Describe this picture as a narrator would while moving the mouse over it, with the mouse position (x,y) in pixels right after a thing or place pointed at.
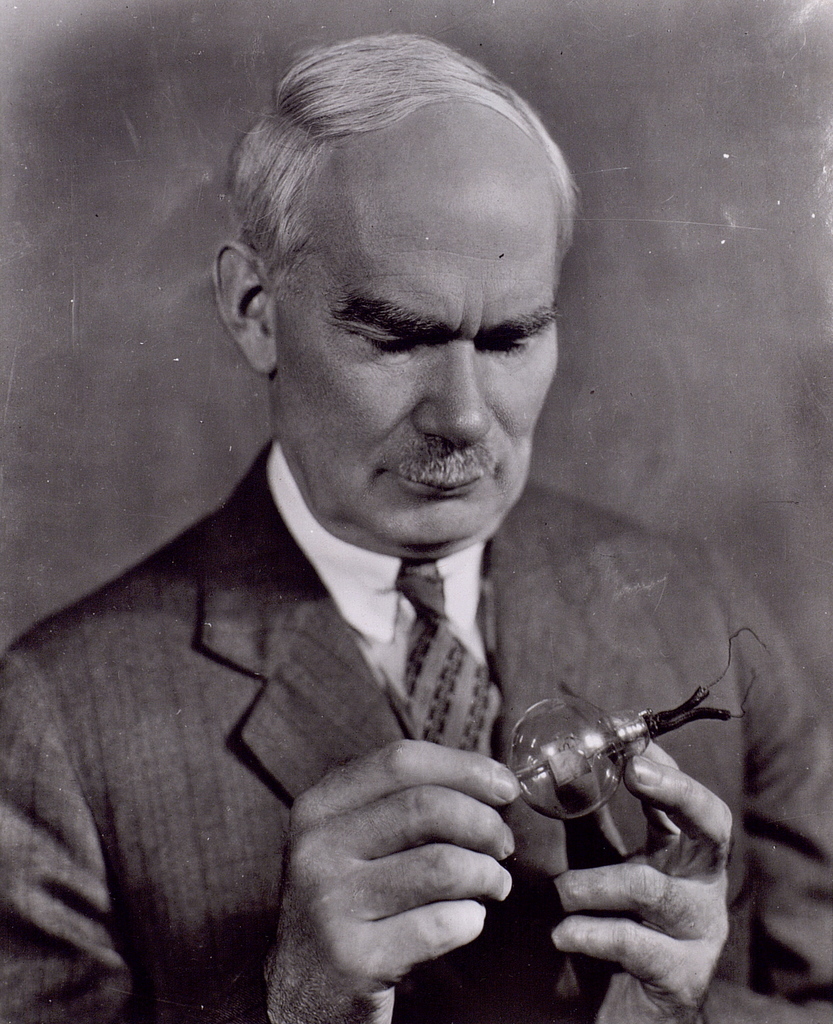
In this image we can see a person (594,843) wearing suit (625,809), and he is holding an object (632,750).
